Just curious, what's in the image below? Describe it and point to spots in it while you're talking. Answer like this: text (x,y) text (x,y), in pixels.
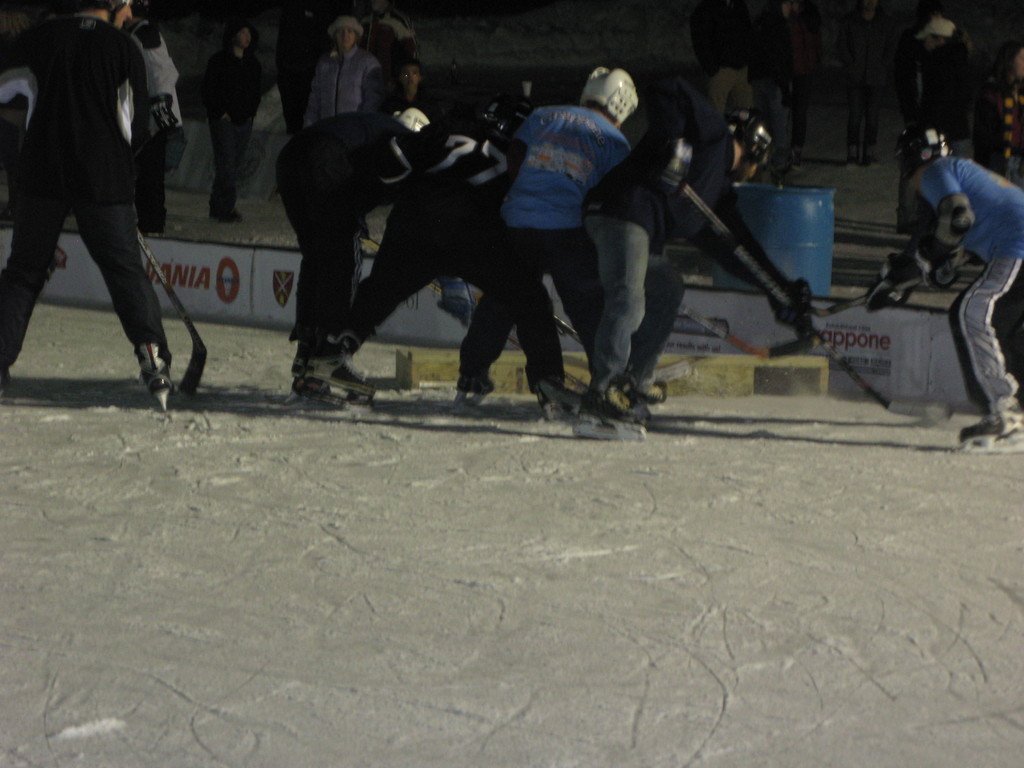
In this picture, we see six people (441,213) are playing the pond hockey. They are holding the hockey sticks (755,270) in their hands (456,293). In front of them, we see a board (698,311) in white color with some text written on it. Behind that, we see a blue color drum (795,262). Behind that, we see the people (332,75) are standing. This picture might be clicked in the dark.
